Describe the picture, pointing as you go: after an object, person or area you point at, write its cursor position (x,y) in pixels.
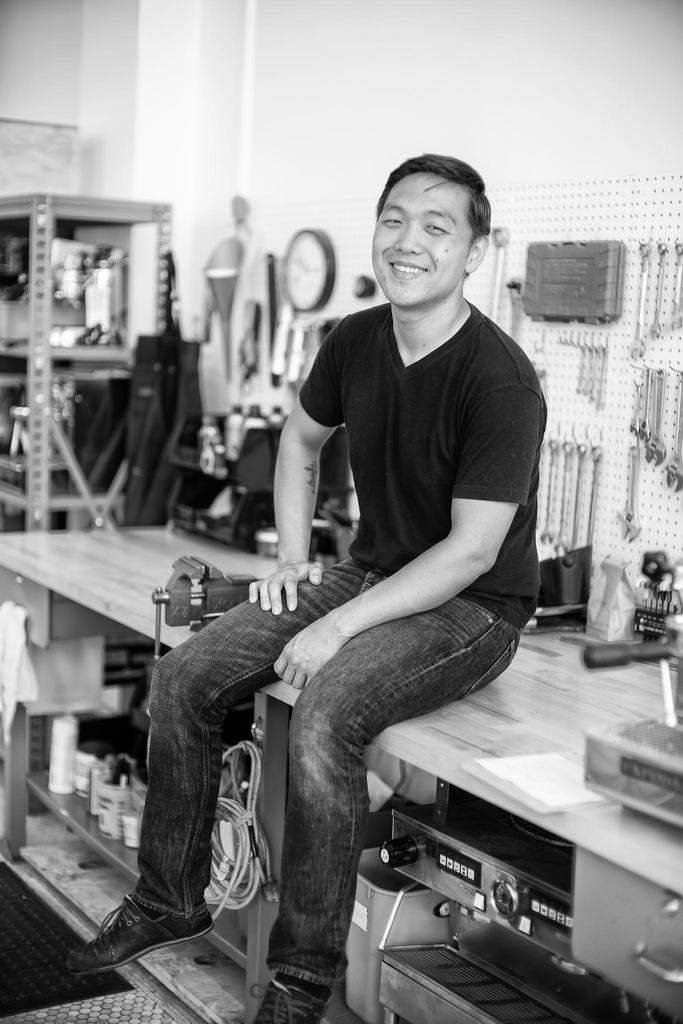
This is a black and white image. In the image we can see a man (371,538) sitting on the desk (448,766) and there are many wrenches (592,530) attached to the wall (197,265) at the back side (630,525). Beside the wall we can see a cupboard (63,204) and things (55,254) arranged in rows.
